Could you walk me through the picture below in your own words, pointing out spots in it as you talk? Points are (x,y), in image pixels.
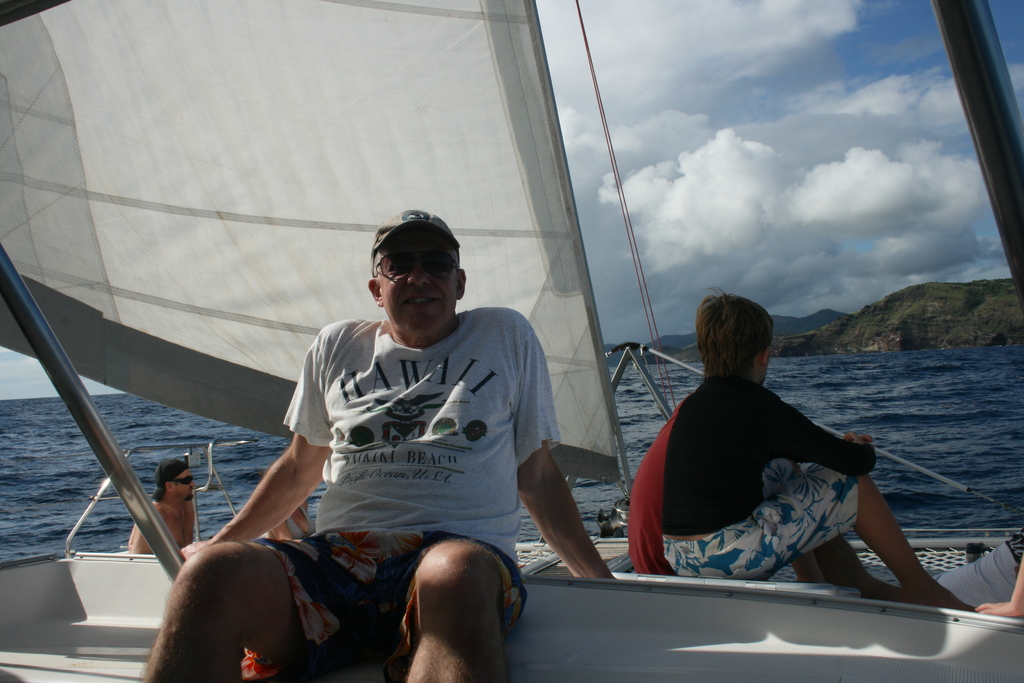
In this image I can see three persons (664,558). In front (484,651) the person (252,523) is sitting on the boat (28,292) and the person (490,479) is wearing white color shirt (493,429). In the background (880,392) I can see the water (875,375), few mountains (790,320) and the sky (812,107) is in blue and white color.
